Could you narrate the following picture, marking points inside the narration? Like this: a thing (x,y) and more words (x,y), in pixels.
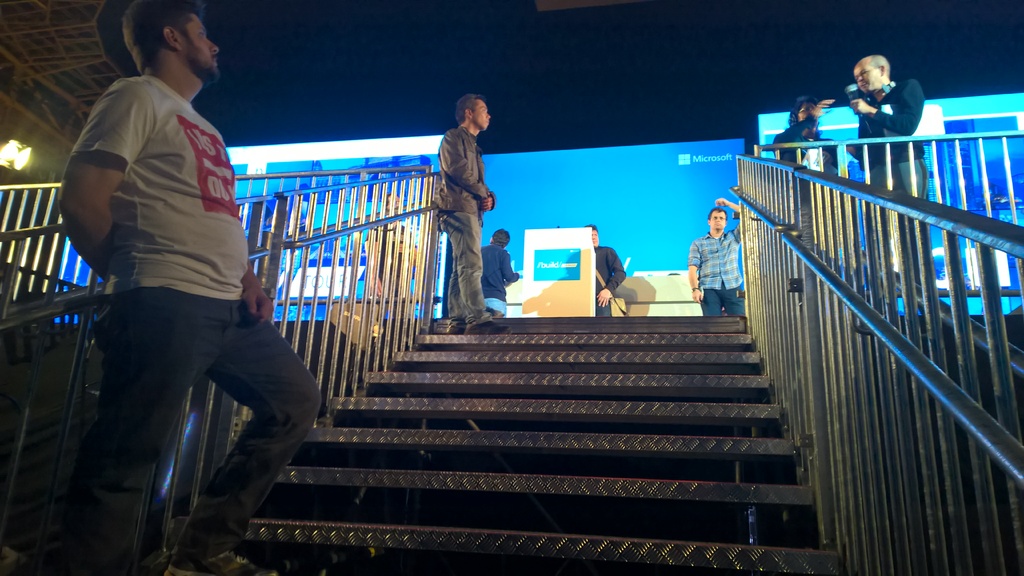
In this image there are two people (451,242) standing on the stairs (543,364), on the both sides of the stairs (649,372) there is a railing (765,298), above the stairs (636,364) there is a stage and a few people (735,294) are standing and walking on the stage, one of them is holding a mic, there is a table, behind the people (882,108) there is a banner (544,223) with some images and text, there are a few focus lights (2,163). The background (582,109) is dark.
